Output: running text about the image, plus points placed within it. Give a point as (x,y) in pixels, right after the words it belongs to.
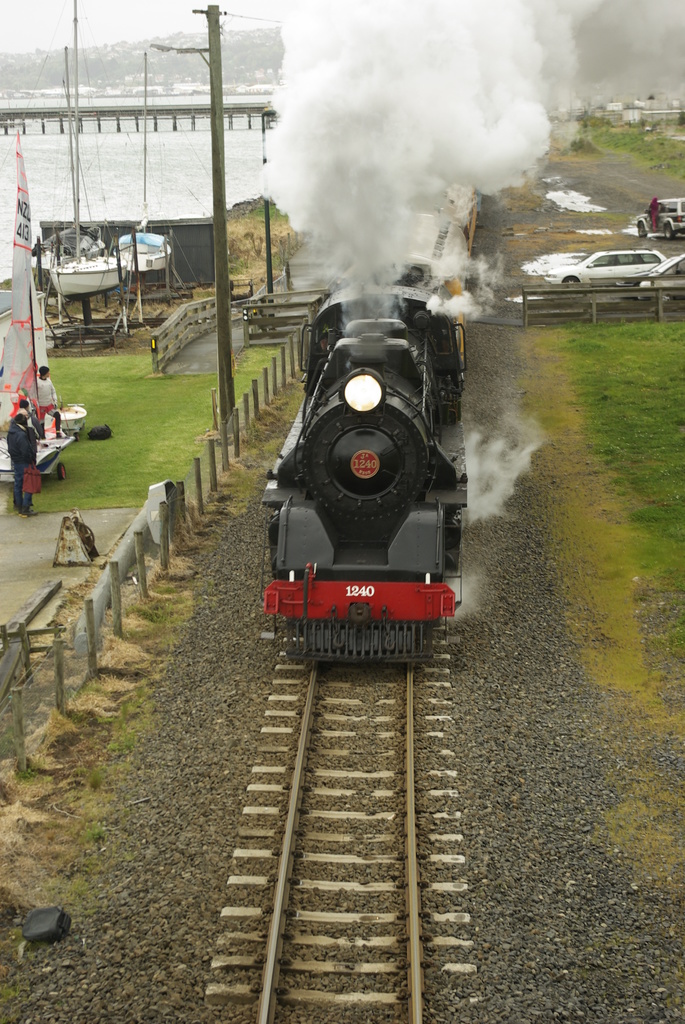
In this picture there are people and we can see train (321,560) on track (309,830), smoke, banner (22,379), grass (35,791) and fence (605,299). We can see vehicles (646,280), boats (157,251) and poles (219,218). In the background of the image (203,169) we can see water (152,140), bridge (170,119) and sky (163,17).
